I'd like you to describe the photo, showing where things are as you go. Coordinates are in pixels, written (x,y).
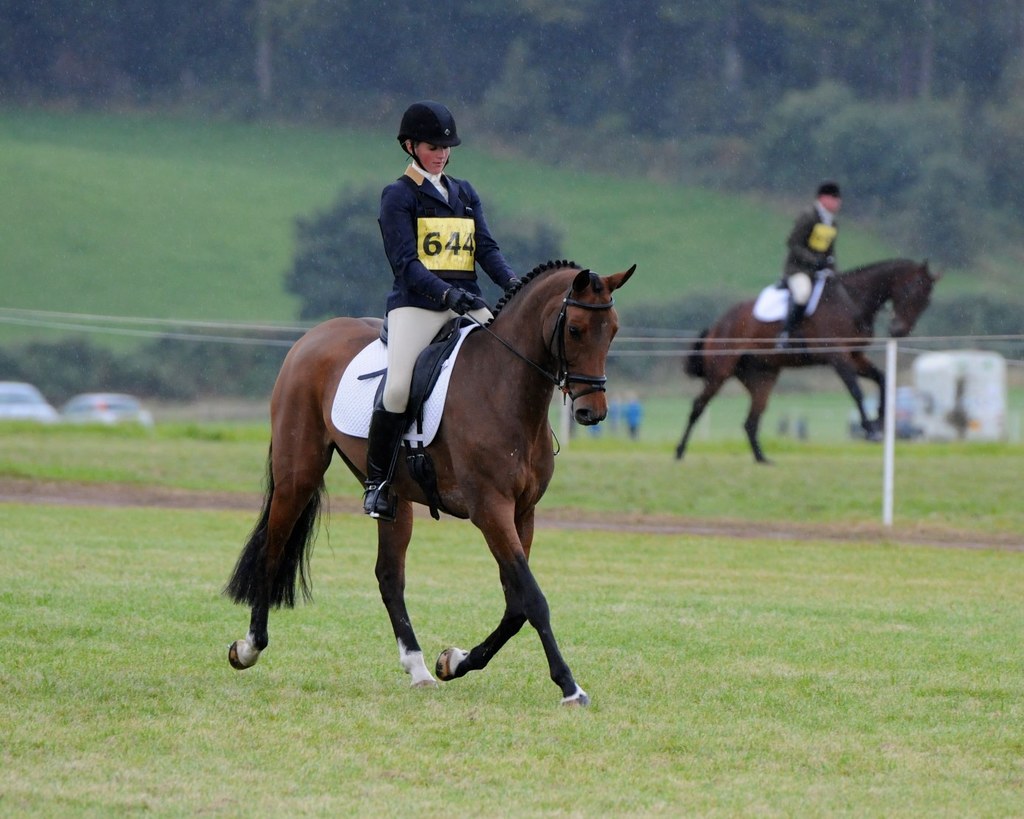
In this picture we can see the woman (411,275) sitting on the brown horse (477,374) and riding in the ground (251,485). Behind there is a grass lawn (234,202) and some trees (674,105).
